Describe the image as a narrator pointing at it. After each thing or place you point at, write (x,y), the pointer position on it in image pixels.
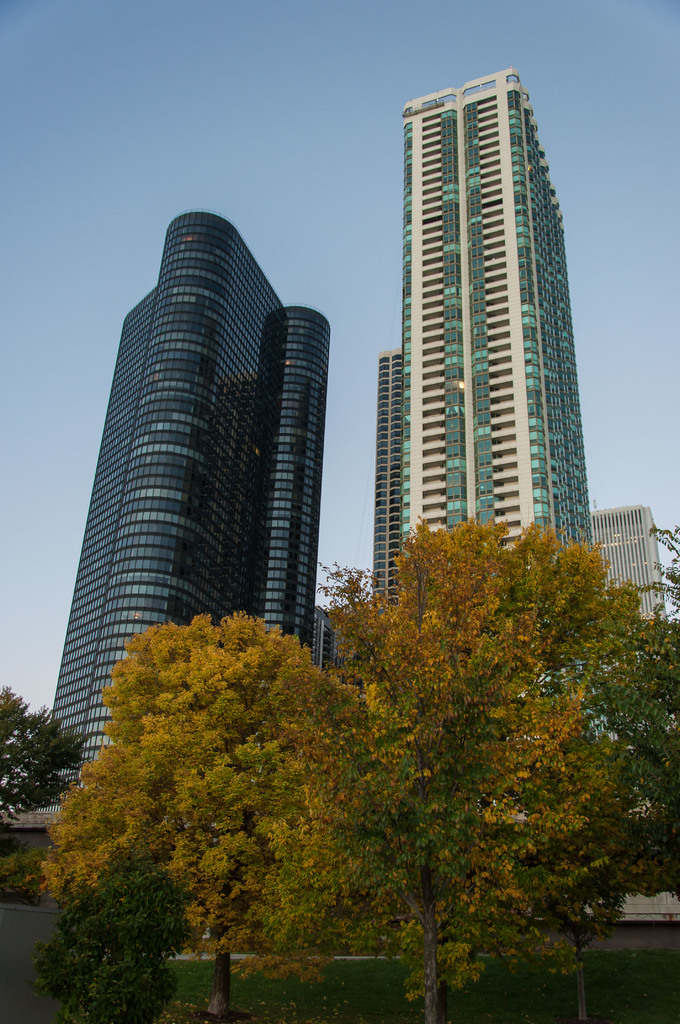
In front of the image there are trees (200,867). Behind the trees (170,718) there are buildings (426,508). At the top of the image (597,83) there is sky (33,203).
